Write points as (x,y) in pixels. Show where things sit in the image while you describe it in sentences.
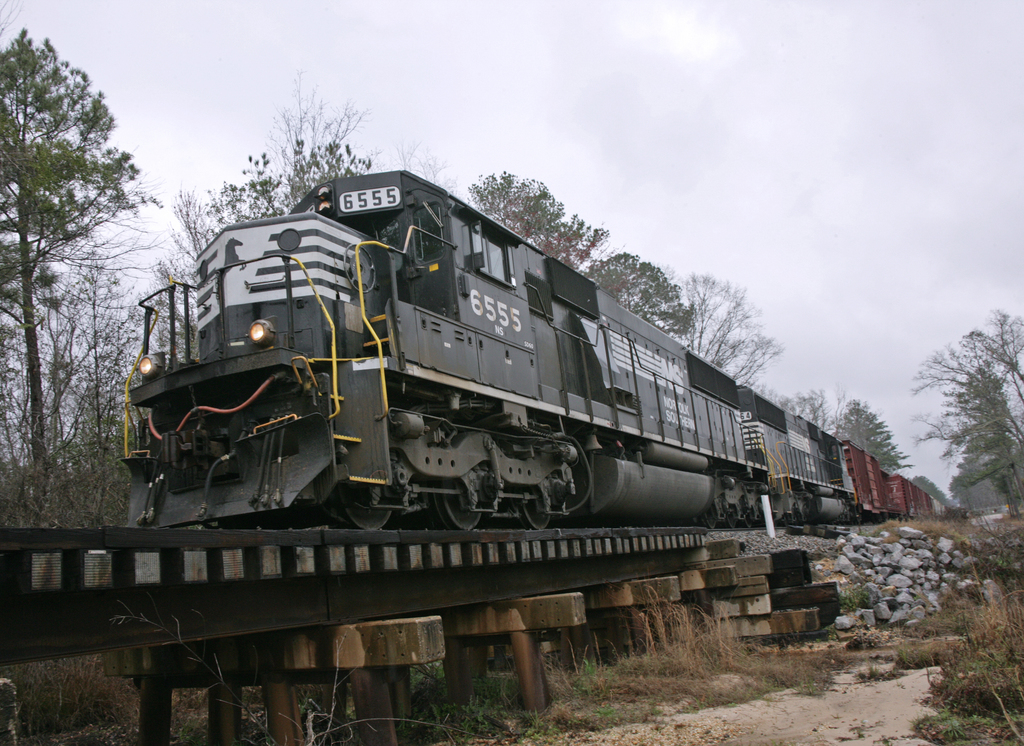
In the foreground of this image (387,513), there is a train (539,522) on the track (482,542). We can also see few stones (902,586), grass (950,635), trees (16,317) and the cloud (600,67).
